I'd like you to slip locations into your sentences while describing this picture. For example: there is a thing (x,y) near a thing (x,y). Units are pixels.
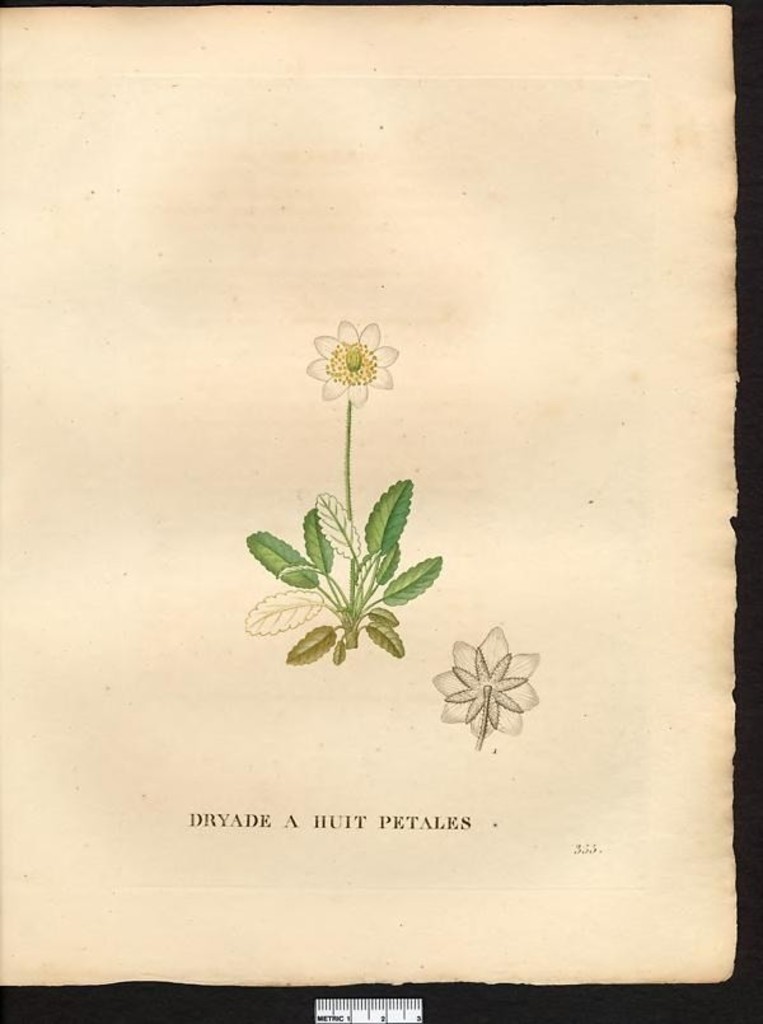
In this image I can see the depiction picture of two flowers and of leaves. I can also see something is written below the flowers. I can also see a white color thing (418,1020) on the bottom side of the image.
